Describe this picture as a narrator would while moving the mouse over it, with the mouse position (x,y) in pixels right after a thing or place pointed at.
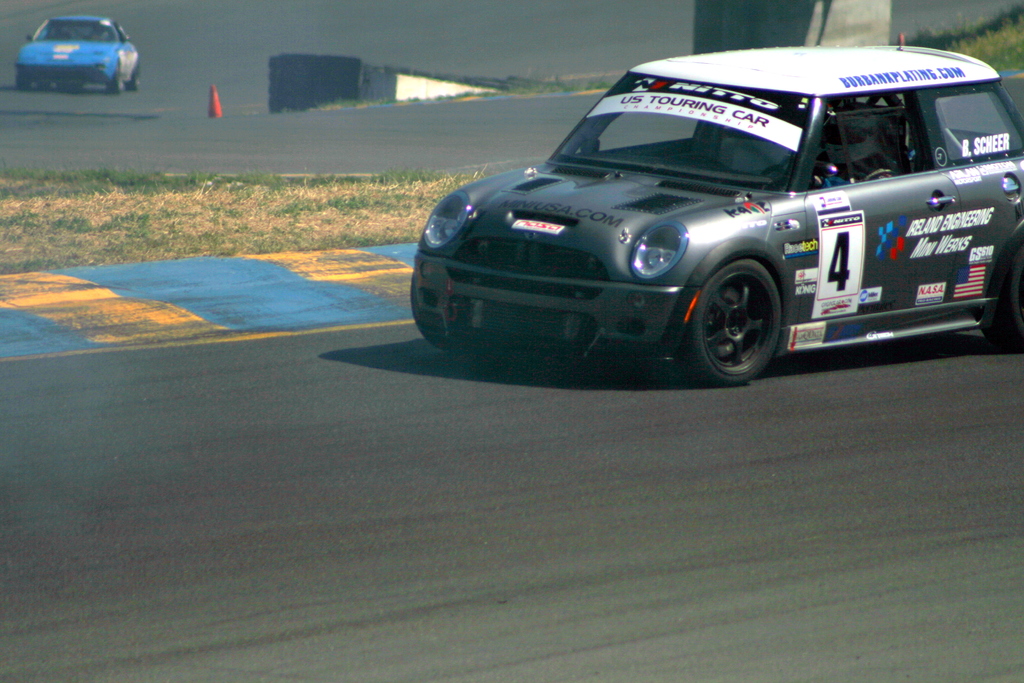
In this image two cars (544,229) are on the road (368,430). Left side (309,226) there is grassland (227,188). There is a cone (213,96) on the road (216,122). Right top there is a pillar (794,9).
